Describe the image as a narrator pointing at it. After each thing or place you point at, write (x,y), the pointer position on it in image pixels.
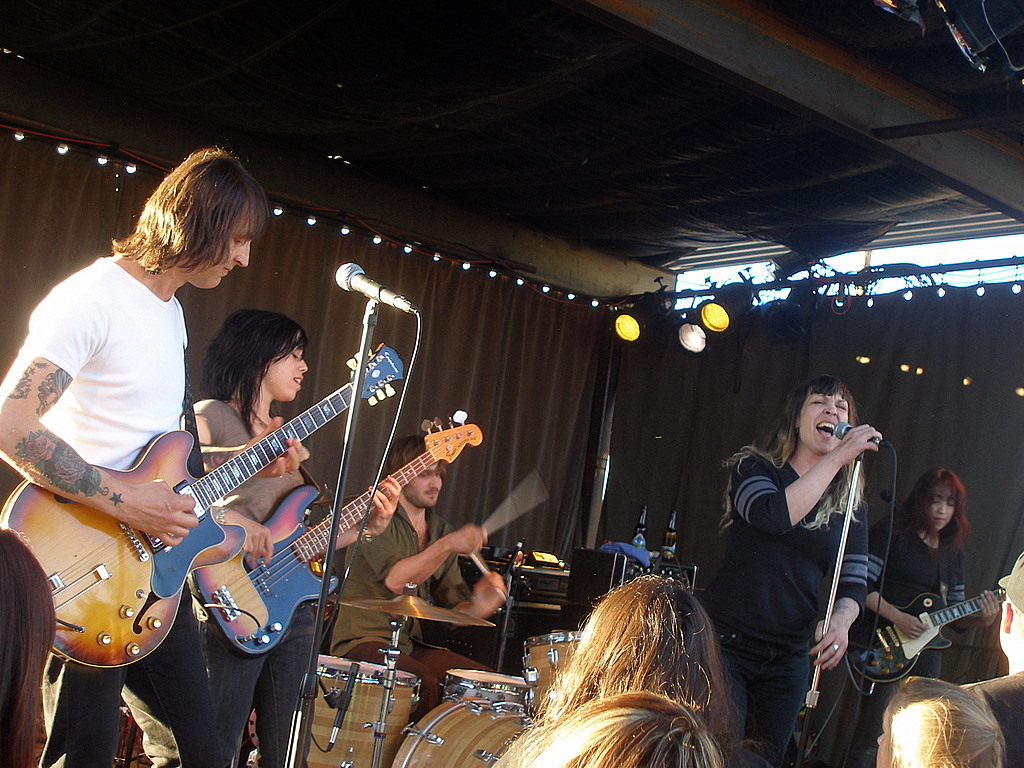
A rock band (221,240) is performing in a concert and people (619,726) are watching.
